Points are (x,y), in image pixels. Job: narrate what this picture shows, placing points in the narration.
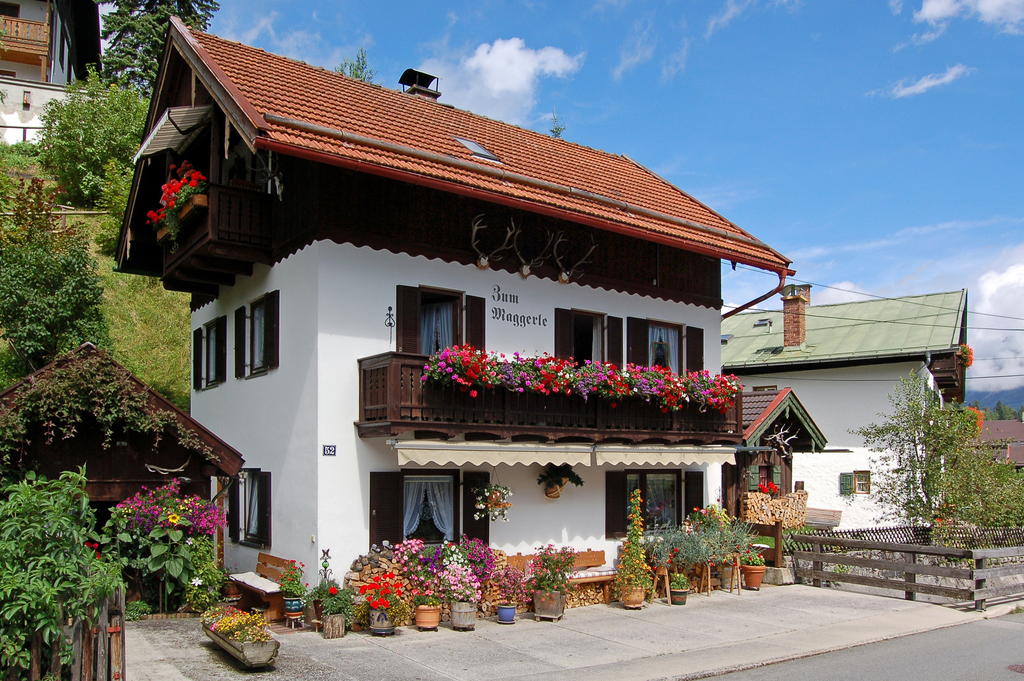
In this picture we can see house plants (353,611), benches (274,597) on the floor (726,646), fences (838,580), road (985,649), buildings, windows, curtains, trees (112,99), some objects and in the background (758,76) we can see the sky (458,72) with clouds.
